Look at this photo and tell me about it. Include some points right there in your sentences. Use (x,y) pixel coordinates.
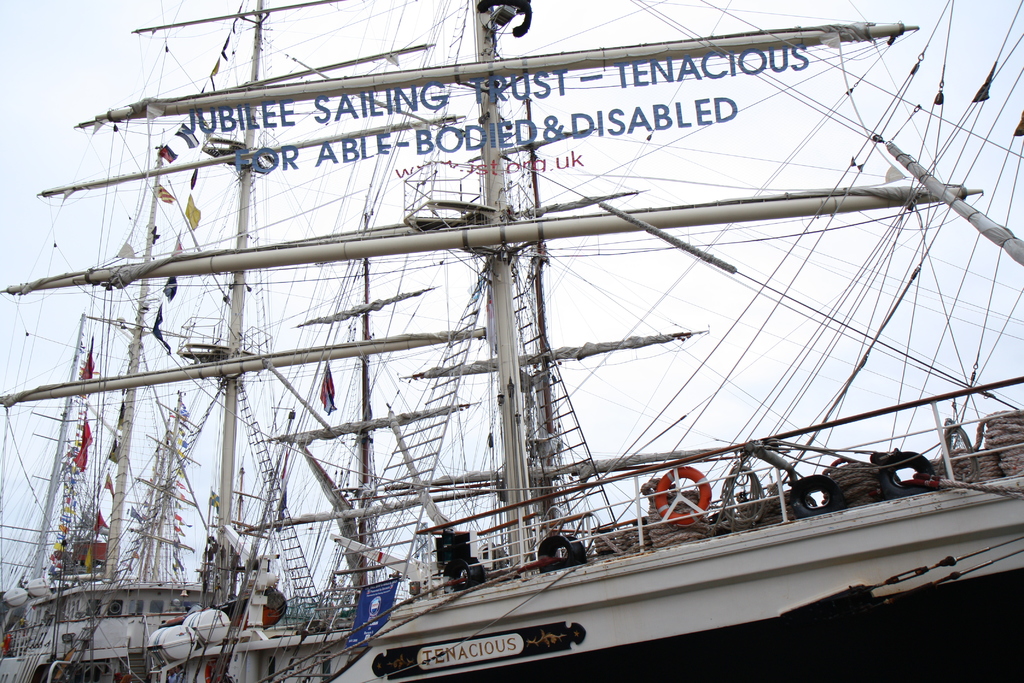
In this image in the middle (526,268), there are boats (697,593), tubes (576,549), cables (283,544), ropes (618,536), flags (169,345), text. In the background (538,153) there is the sky (119,100).
